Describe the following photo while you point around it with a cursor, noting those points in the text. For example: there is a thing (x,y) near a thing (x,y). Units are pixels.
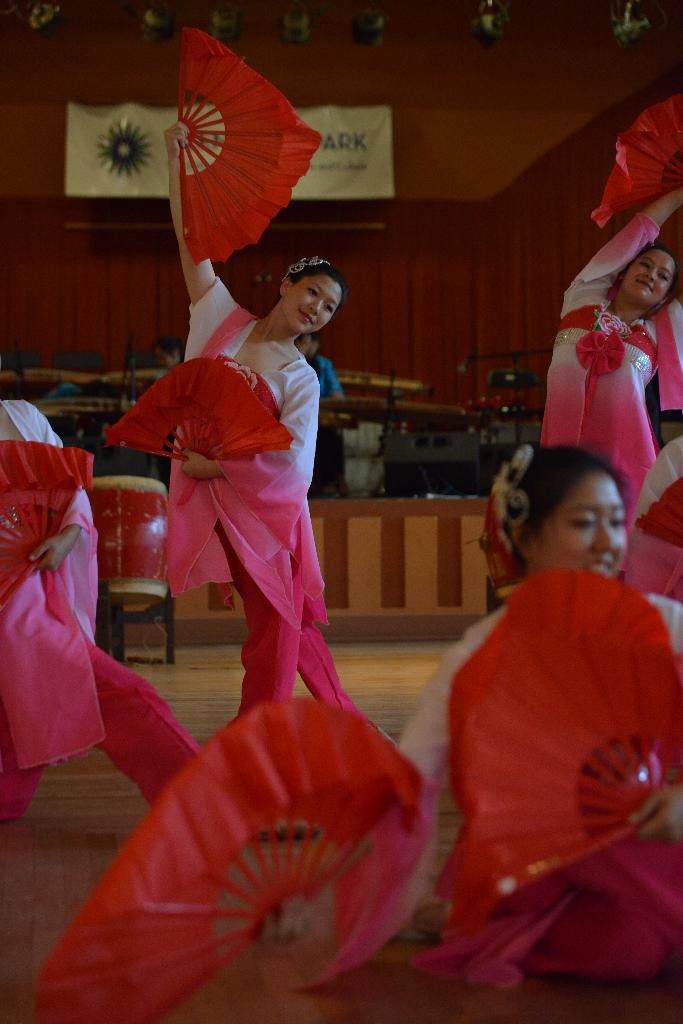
In this picture, we see five women (628,442) who are wearing the costumes (447,750) are performing on the stage (128,833). Some of them are smiling and they are holding the red color hand fans (646,736). Behind them, we see a chair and a table (351,520) on which some objects (112,568) are placed. In the background (423,325), we see a brown wall (465,288). We see a white color board (202,142) with some text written on it. At the top (379,27), we see the lights (618,29).
